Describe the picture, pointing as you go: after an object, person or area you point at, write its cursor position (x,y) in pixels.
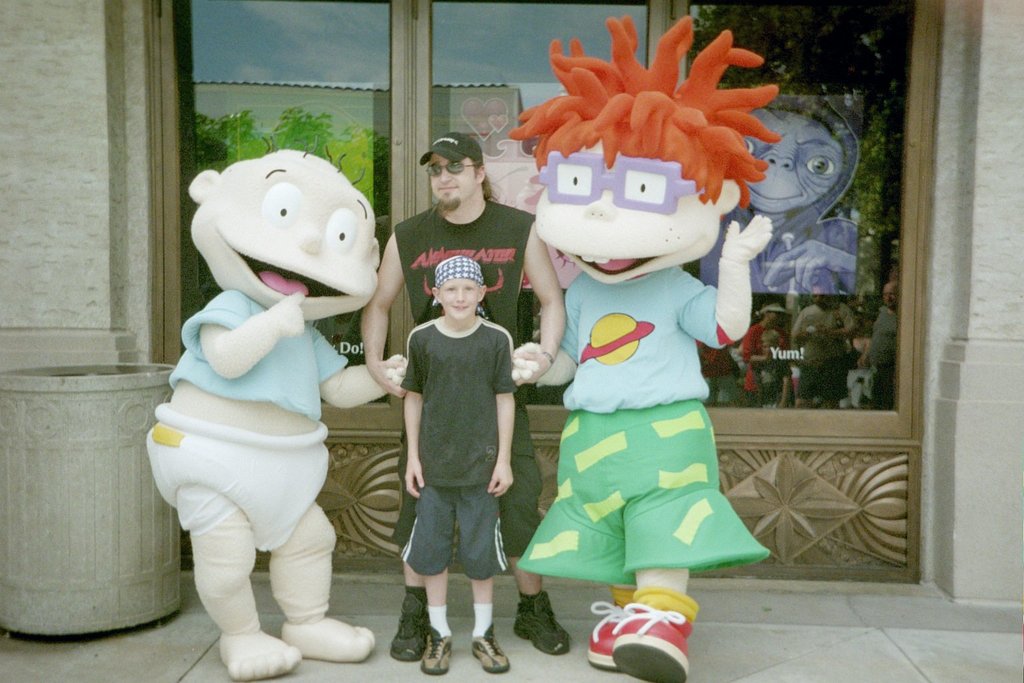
Here we can see two persons (440,345) and mascots (609,503). In the background (224,19) we can see a wall (63,191), bin (60,463), and glasses (749,335). On the glass (850,243) we can see the reflection (764,370) of a poster (772,241), sky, and few persons (845,339).
